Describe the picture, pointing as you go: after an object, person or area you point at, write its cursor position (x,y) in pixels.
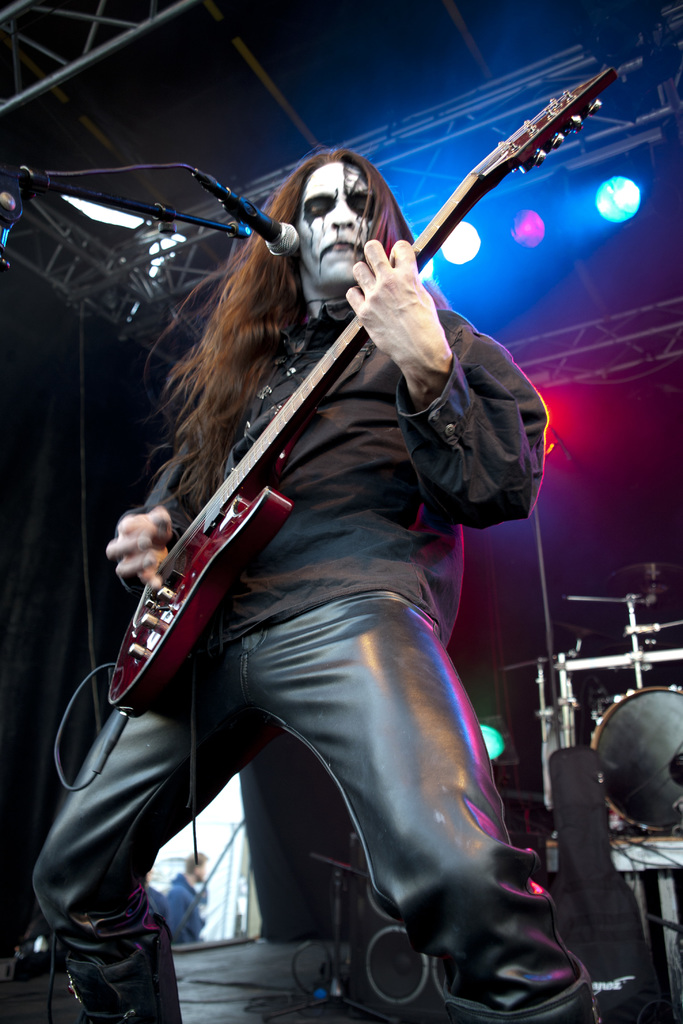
In the image there is a man (346,481) playing a guitar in front of mic (267,242) and there are lights (596,204).
